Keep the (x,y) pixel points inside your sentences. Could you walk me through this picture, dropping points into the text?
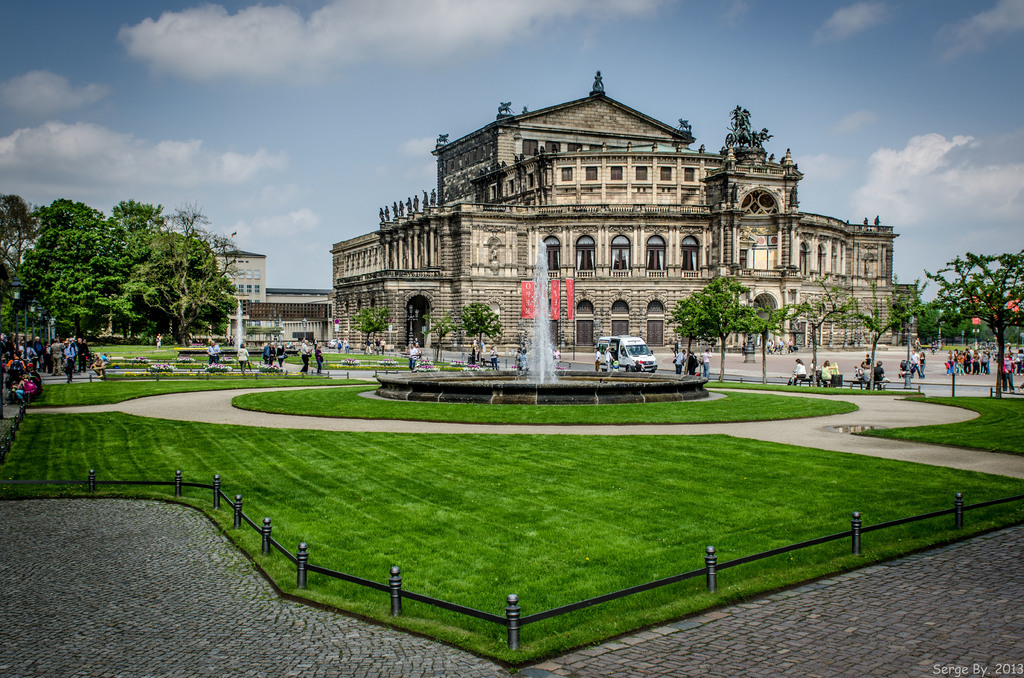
In this image there are people (608,354) on the path (803,352). Right side (829,371) people (865,377) are sitting on the benches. People (972,361) are standing on the floor (792,358). Bottom of the image (394,589) there is a fence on the grassland (551,554). Beside there is a cobblestone path (691,618). Middle of the image (537,395) there is a water fountain (572,388). Background (575,326) there are trees (990,273) and buildings (570,258). Top of the image (430,119) there is sky (380,63), having clouds (172,69).
